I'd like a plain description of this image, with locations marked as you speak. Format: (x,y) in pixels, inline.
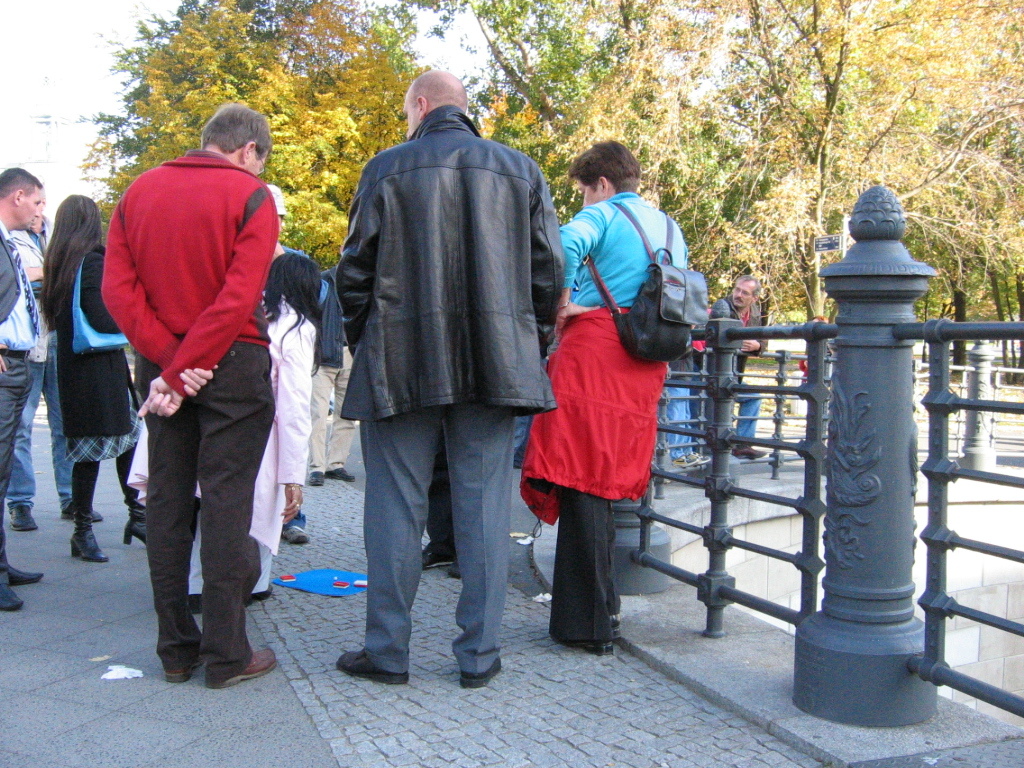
In the center of the image (421,422) there are people (389,427) standing. On the right (710,373) there is a railing (682,573). In the background (286,47) there are trees (141,143) and sky (60,97).
